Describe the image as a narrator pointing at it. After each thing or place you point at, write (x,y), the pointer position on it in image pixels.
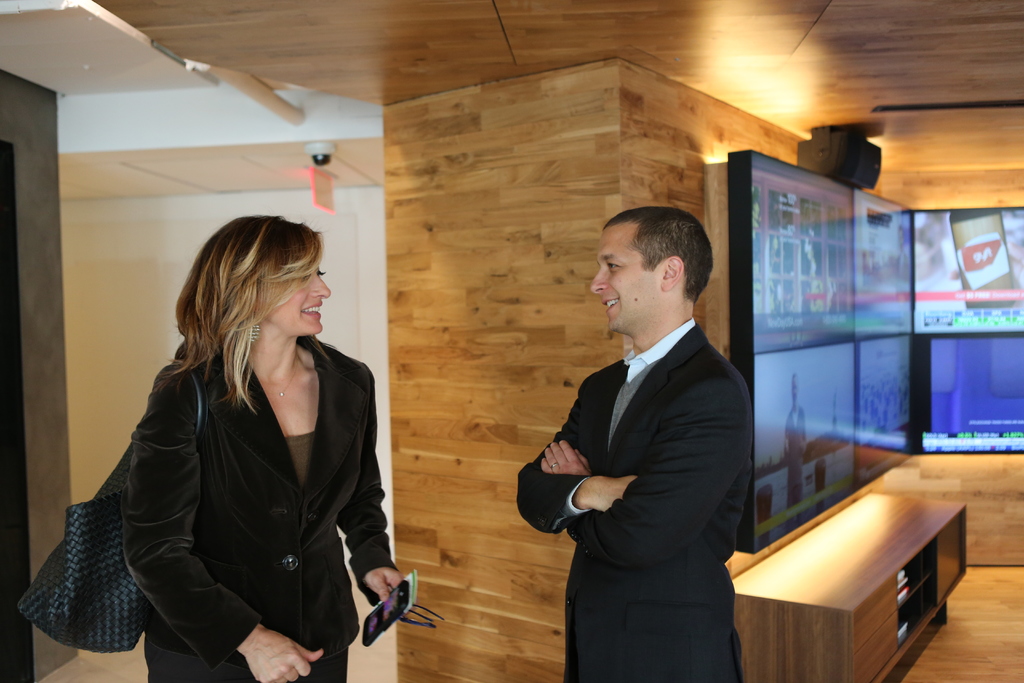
In this image I can see a woman (318,321) and a man (731,675) are standing, I can also see smile on their faces (633,317). Here I can see she is carrying a handbag (200,426).
